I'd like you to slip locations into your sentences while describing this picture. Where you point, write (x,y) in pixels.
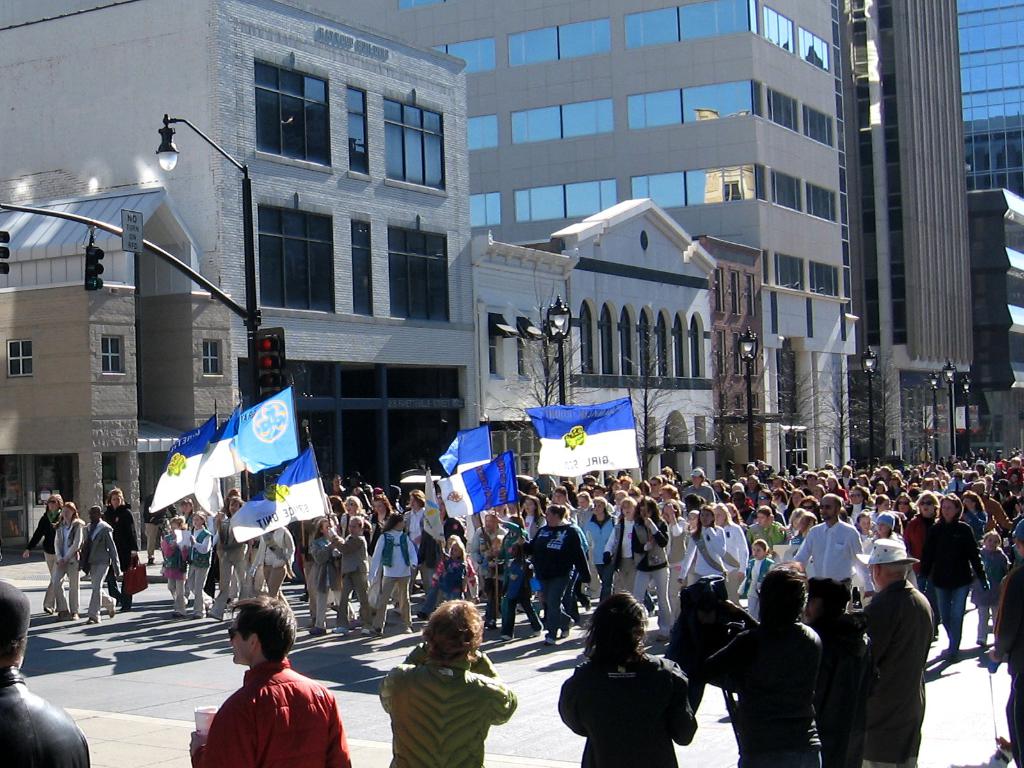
In this image there are group of people (1002,531) walking on the road (967,655) by holding flags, and in the background (625,301) there are lights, poles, buildings (399,377), trees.
